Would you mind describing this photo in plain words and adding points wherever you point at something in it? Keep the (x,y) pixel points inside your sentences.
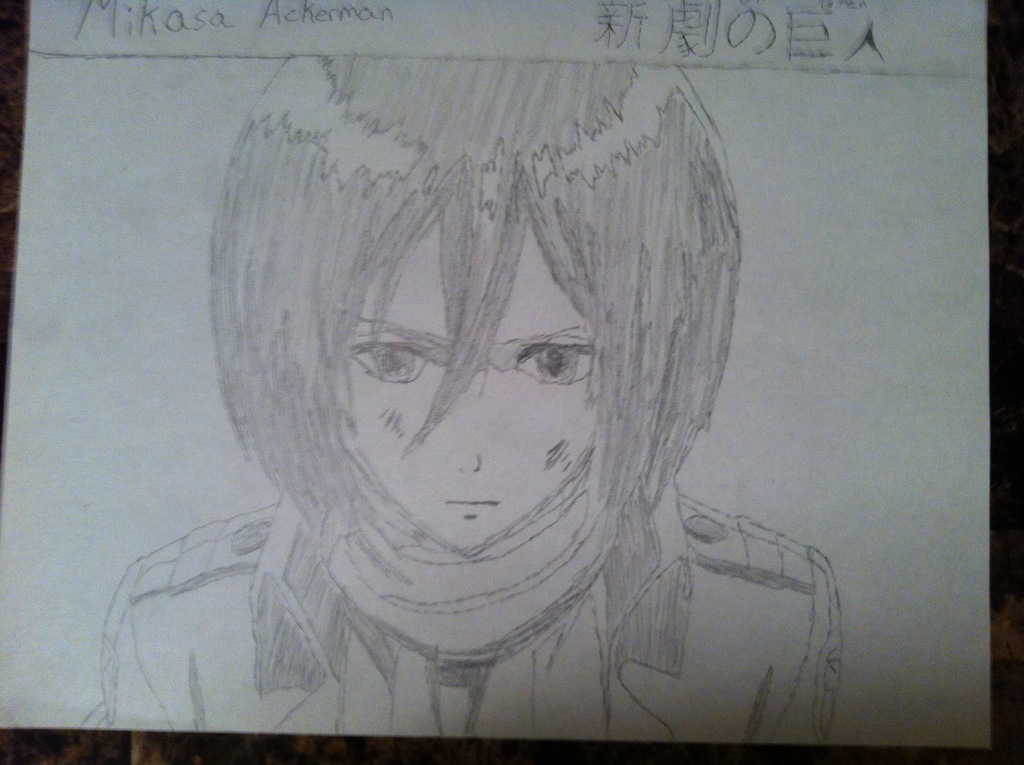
In this picture, we see the sketch (594,456) of the girl (494,341). It is drawn on the white paper (150,359). At the top of the picture (129,11), we see the name (170,7) of the person (429,70).
